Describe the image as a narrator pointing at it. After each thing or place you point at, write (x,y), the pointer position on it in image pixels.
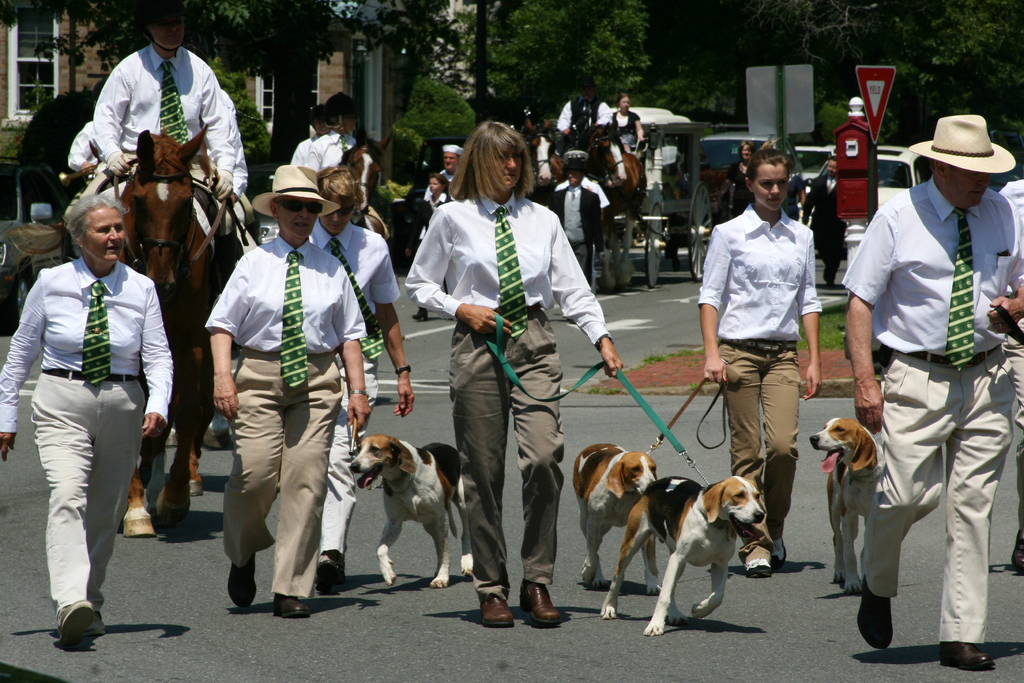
In this picture there are group of people (967,431) walking and there are dogs (843,455) walking on the road (639,307). At the back (378,221) there are group of people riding horses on the road (412,317) and there are vehicles (47,210) on the road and there is a building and there are trees (998,24) and plants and there are boards (809,68) on the poles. At the bottom (356,585) there is a road (796,490) and there is grass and ground (843,393).
